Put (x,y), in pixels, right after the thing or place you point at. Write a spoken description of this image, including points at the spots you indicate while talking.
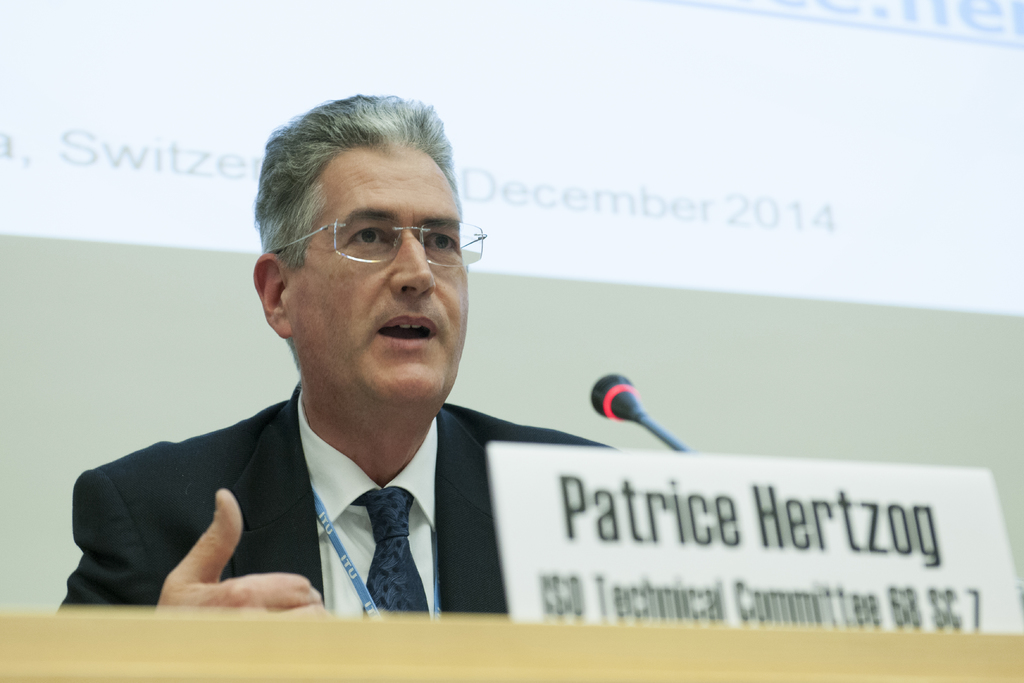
In this image, I can see the man (322,515) speaking. He wore a suit (288,518), shirt (330,550), tie (380,579), spectacles (361,247) and a tag (336,543). This looks like a podium (562,662) with a name board (560,528) and a mike (639,415). In the background (631,175), I think this is the screen (742,264) with a display (786,267).
